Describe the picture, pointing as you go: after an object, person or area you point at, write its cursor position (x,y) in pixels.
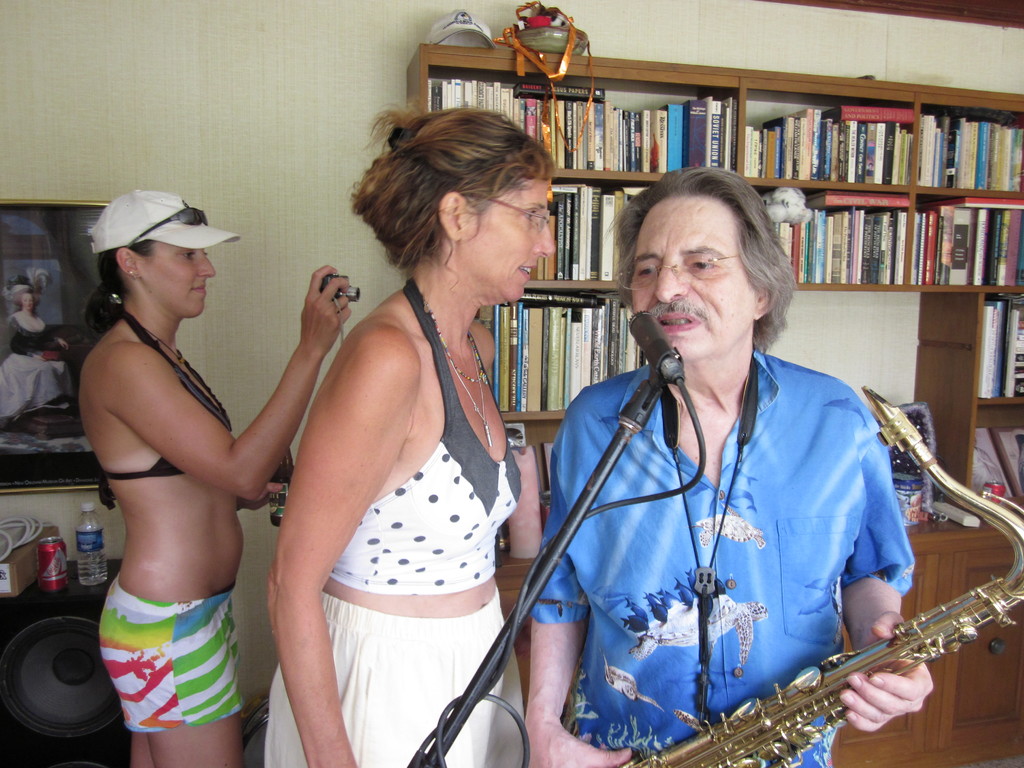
In this picture we can see three persons (661,530) are standing, a person (639,524) on the right side (754,573) is holding a saxophone (806,670), a woman (199,442) on the left side (207,460) is holding a camera (348,288), there is a microphone (492,670) in the front (487,682), on the right side (793,186) there is a rack (872,268), we can see some books (745,144) on the rack (657,155), at the bottom (957,690) there is a cupboard (959,710), on the left side (44,641) we can see a speaker (59,641), there is a bottle (90,558), a tin (55,580) and a box (34,563) present on the speaker (73,587), in the background (269,126) there is a wall (72,195), there is a photo frame (50,248) on the wall (178,132).
